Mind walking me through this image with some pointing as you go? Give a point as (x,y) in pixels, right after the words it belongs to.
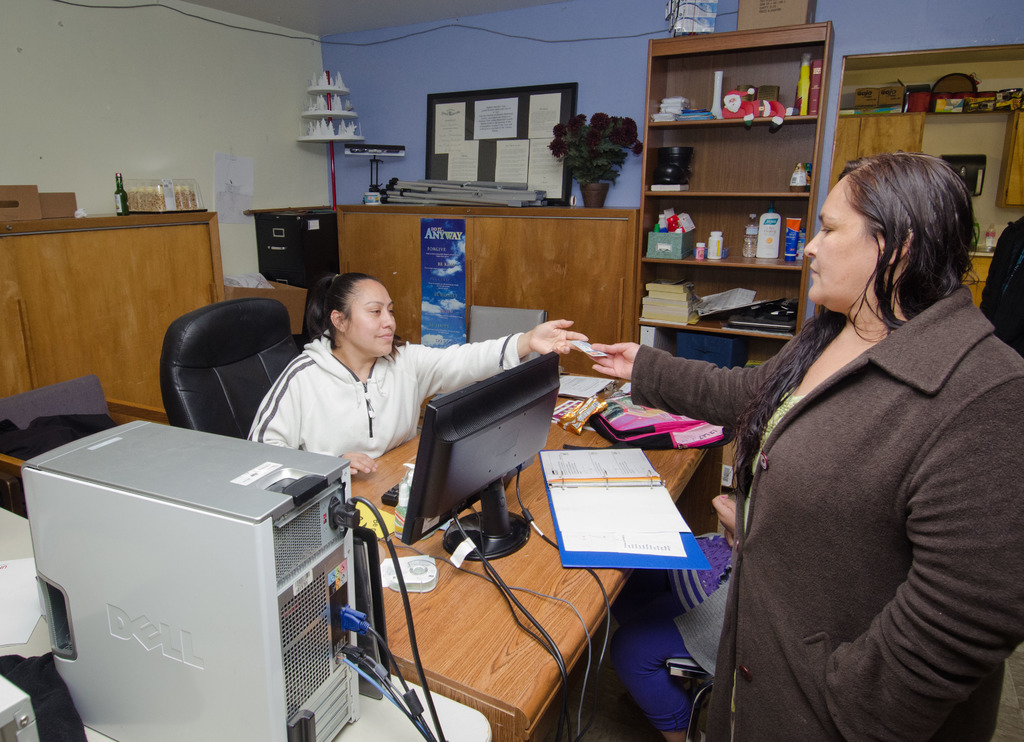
In this picture we can see a table (452,597) and a woman (394,360) is sitting on a chair (265,351). This is a monitor (431,491) and its a cpu (124,601). At the right side of the picture (848,433) we can see one woman (865,428) standing and giving something to this woman (424,359). On the background of the picture (362,75) we can see a wall (297,58), a cupboards (207,245). This is a bottle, flower vase (596,191). In this cupboard (703,130) we can see few items (719,335) arranged.
